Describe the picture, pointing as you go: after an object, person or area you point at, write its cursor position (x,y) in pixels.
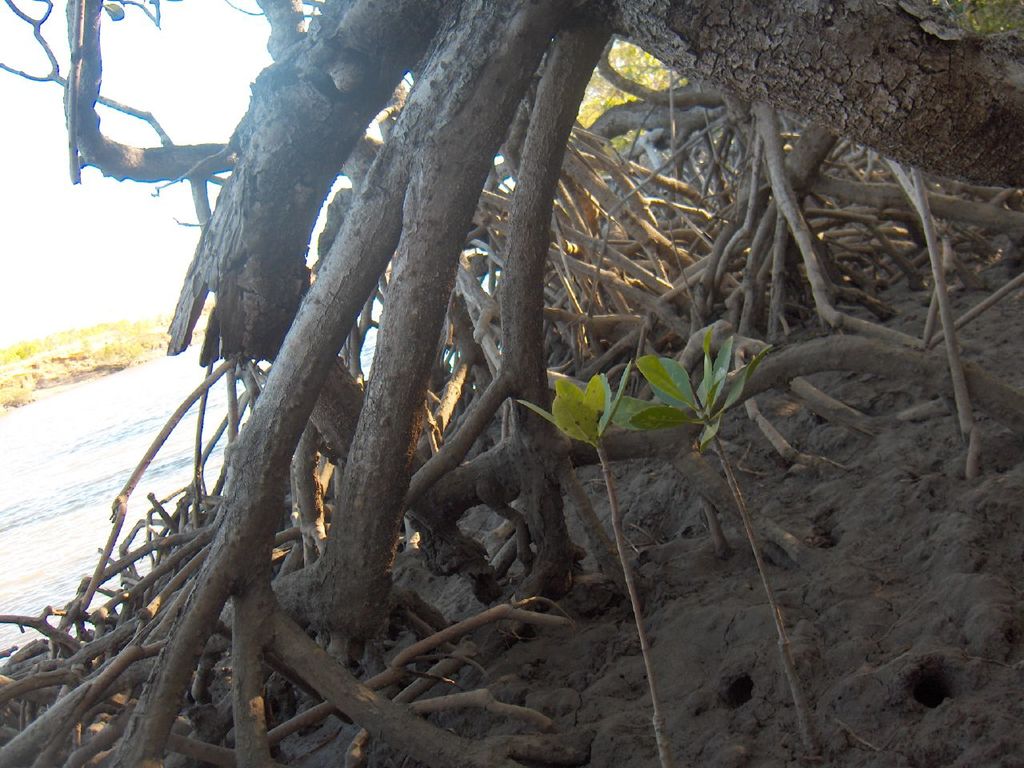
In the picture I can see the trunk (888,40) of a tree (856,45) on the top right side of the picture (866,112) and I can see the wooden sticks (617,325). I can see green leaf plants (714,436) on the right side (753,365). It is looking like a water (120,419) on the left side (125,438).
